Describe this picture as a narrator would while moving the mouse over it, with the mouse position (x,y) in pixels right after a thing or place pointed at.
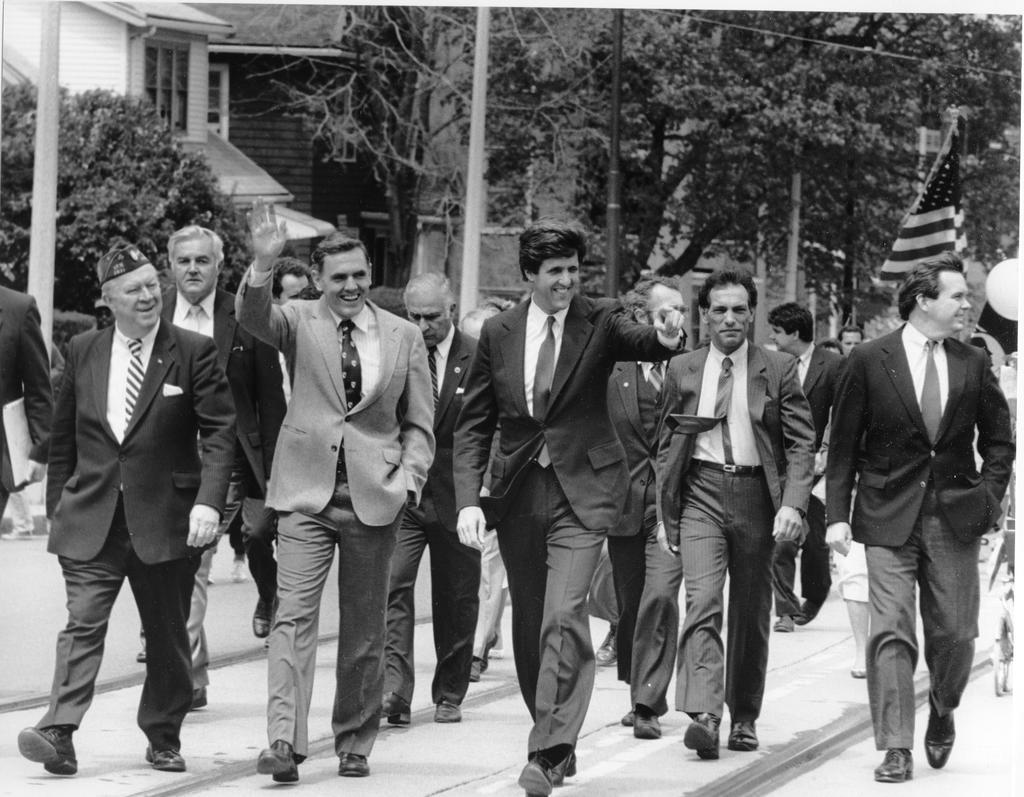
In this image we can see many people (750,504) are walking on the road (386,738) and one flag (934,199) is there. There are some trees (505,55), buildings (134,68) and poles (44,185). Some people (39,462) are holding some objects (26,447), one person (332,424) waving his hand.
